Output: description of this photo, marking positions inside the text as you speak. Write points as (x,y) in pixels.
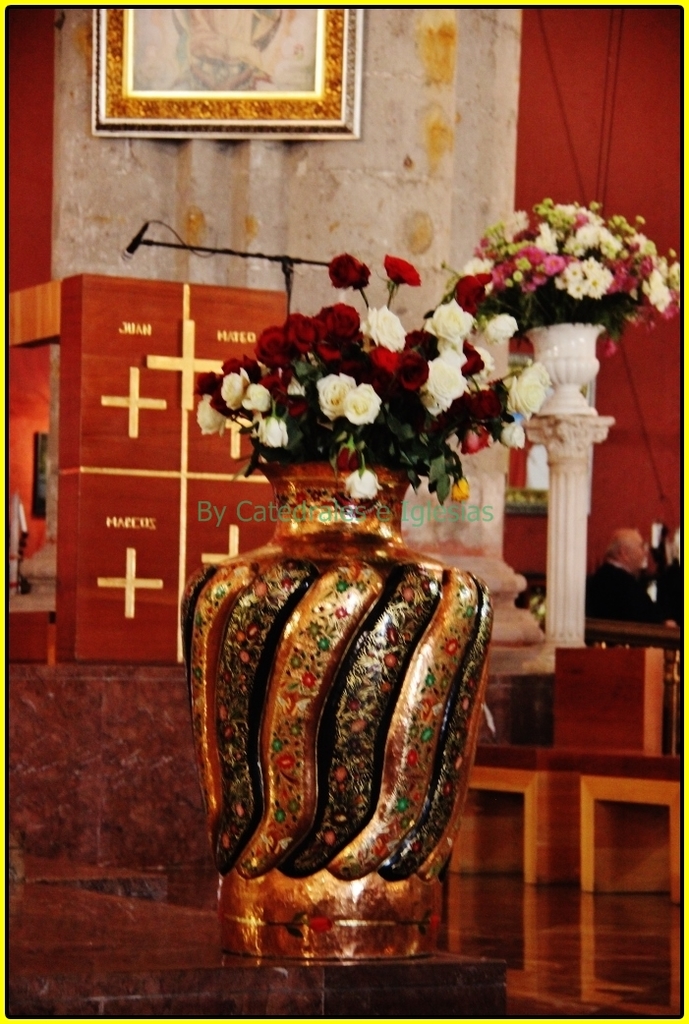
This picture shows a flowers (462,358) placed in a flower vase (288,856) on the floor (40,899). In the background (413,189), there is a curtain (612,82), photograph (243,41) and a wall (585,103) here.
